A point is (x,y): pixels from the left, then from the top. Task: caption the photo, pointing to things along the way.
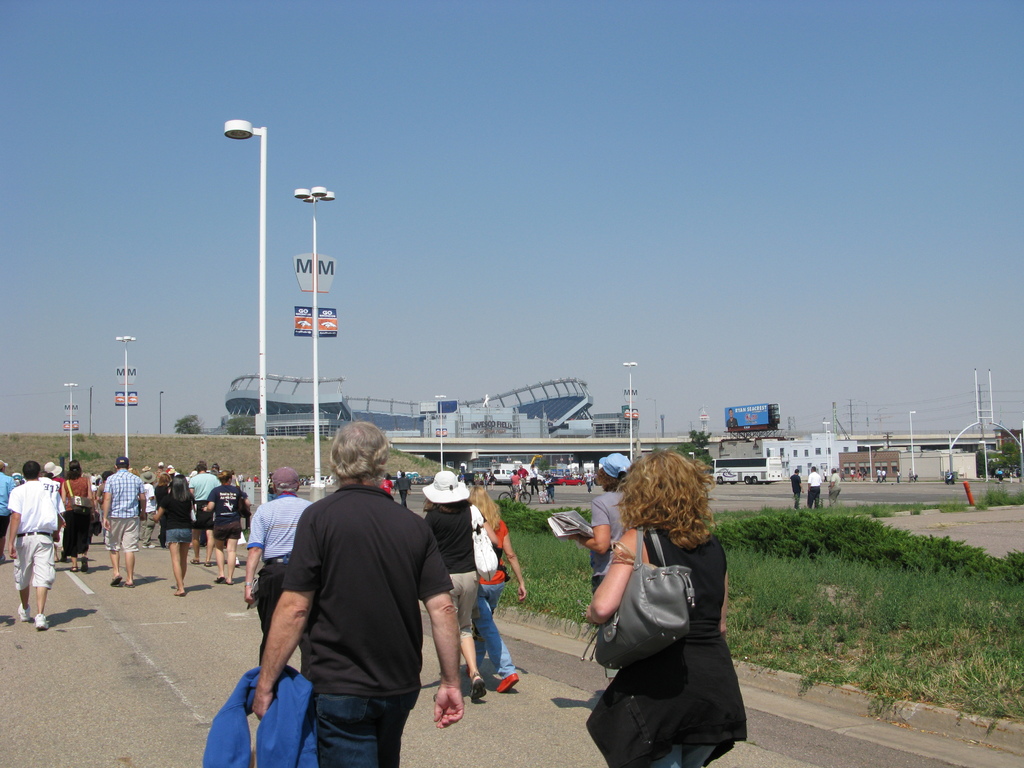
In the picture we can see a part of the road (226,620) on it, we can see many people (352,677) are walking and beside them, we can see the grass surface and far away from it we can see some buildings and behind it we can see the sky (676,326).
